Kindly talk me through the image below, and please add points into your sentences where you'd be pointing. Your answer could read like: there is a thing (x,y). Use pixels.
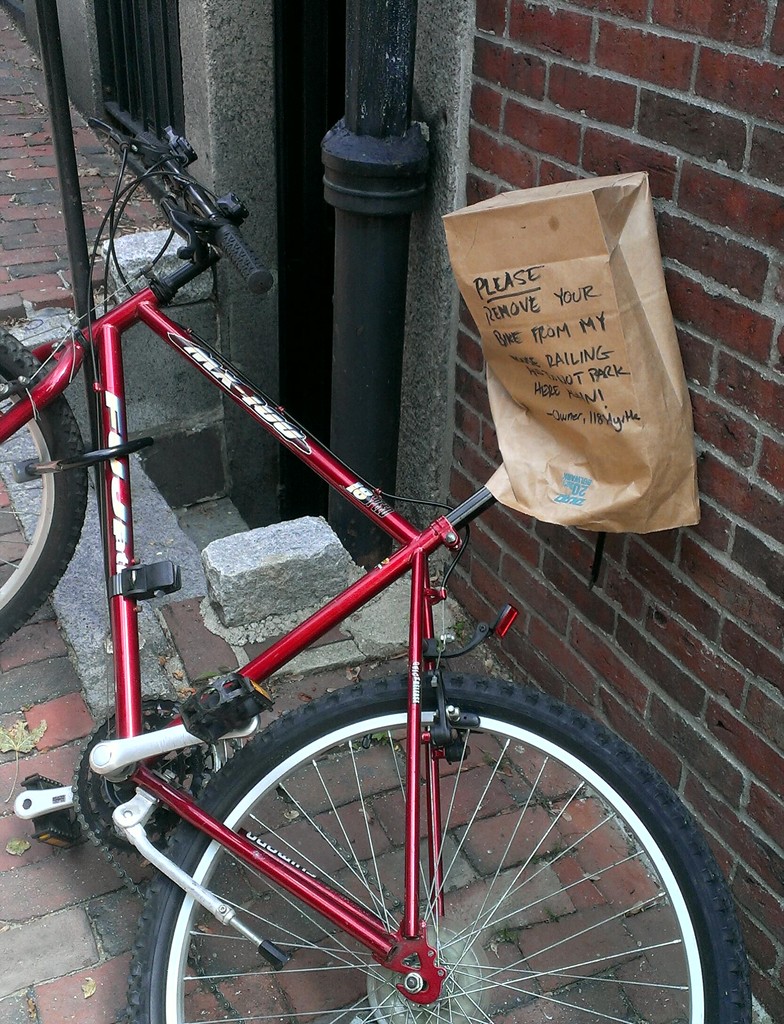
On the right side of the picture (610,55) we can see the wall (648,67), pipe (378,187). In this picture we can see a bicycle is parked and a brown cover (683,424) on the seat (583,376) of a bicycle (136,1023). There is something written on the cover (547,364).
